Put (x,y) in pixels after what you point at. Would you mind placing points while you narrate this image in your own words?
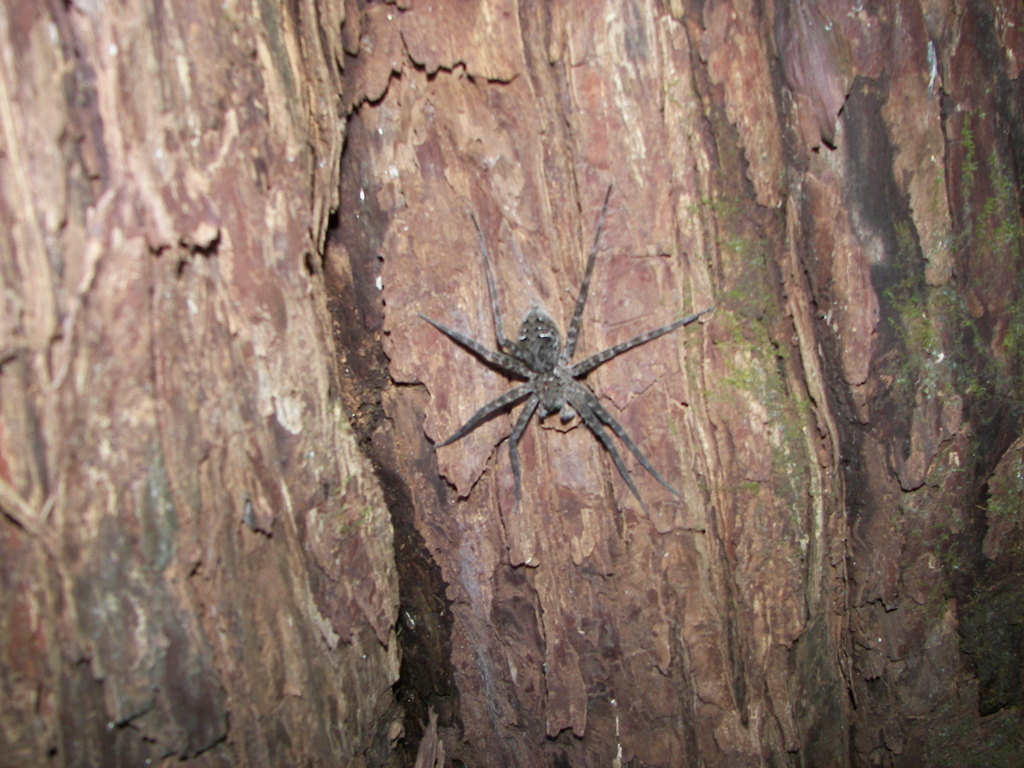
In this image, I can see a spider (528,344). This looks like a tree trunk (769,294).
